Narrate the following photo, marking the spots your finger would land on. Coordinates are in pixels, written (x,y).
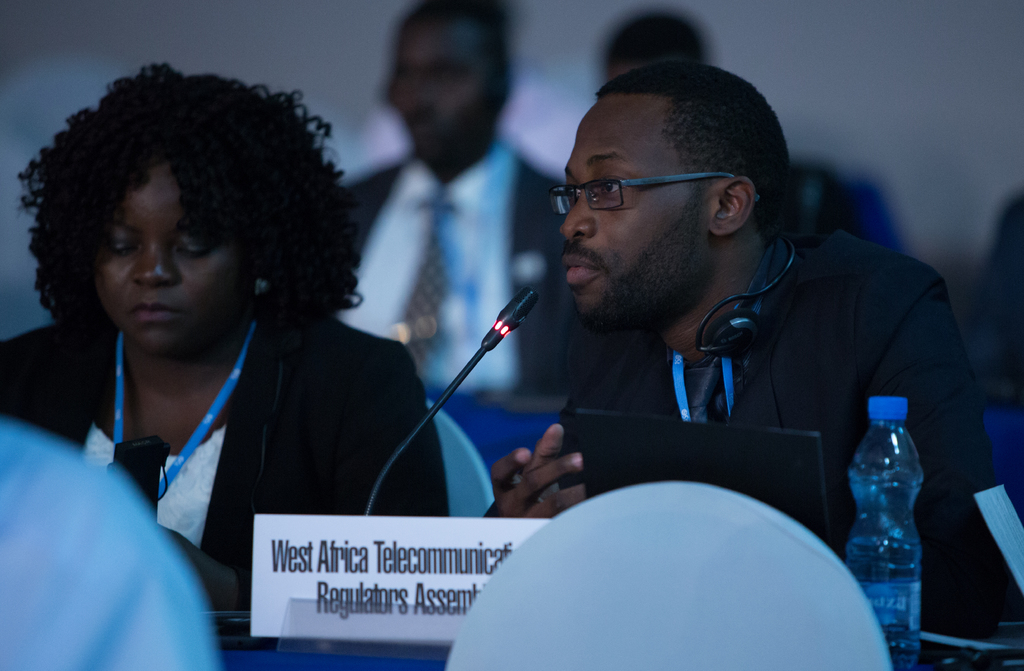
In this picture we can see four persons (370,312) are sitting on chairs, there is a microphone (488,339) and a name board (473,551) in the front (470,567), on the right side (863,495) there is a water bottle (882,500), a man (922,545) on the right side (795,406) is wearing spectacles (558,204) and headphones (742,310), there is a blurry background (850,7).
